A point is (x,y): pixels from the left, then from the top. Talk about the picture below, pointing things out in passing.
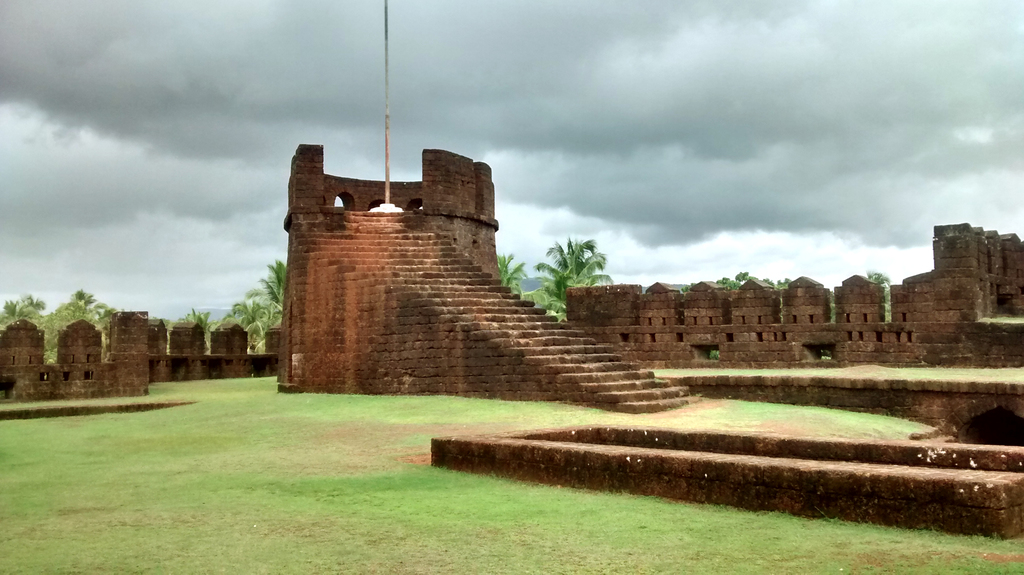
In this image we can see walls (409,351), steps (441,296), pole (387,53), trees (18,317), grass (478,412) and cloudy sky (497,105).
